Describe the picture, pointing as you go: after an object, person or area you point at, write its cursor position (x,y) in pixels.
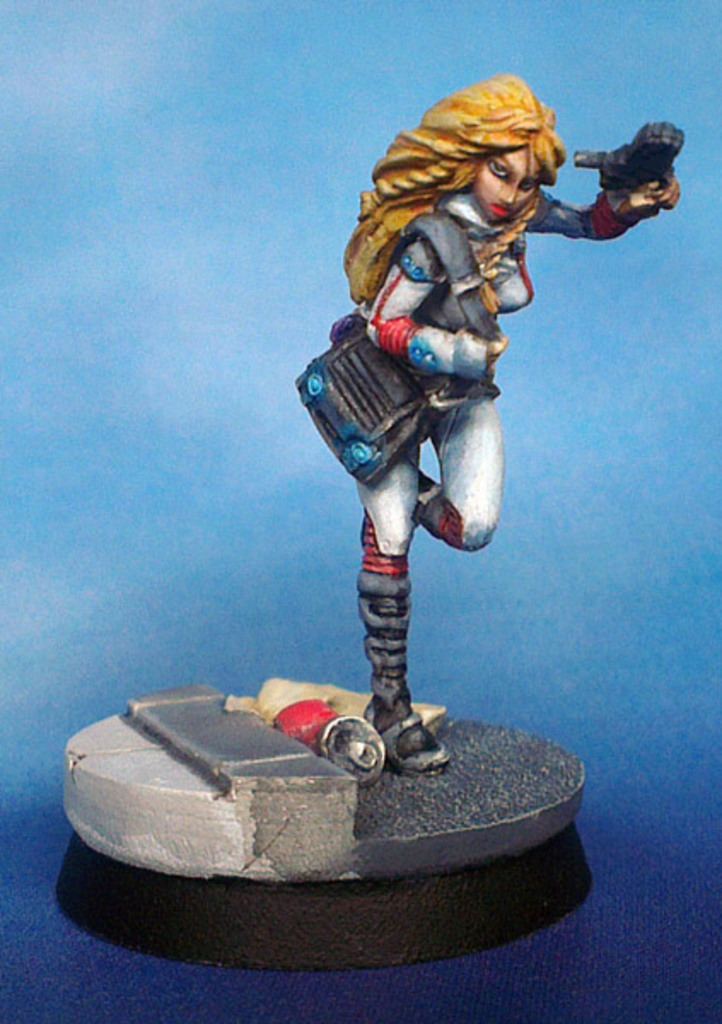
In the picture I can see a woman toy (418,468) and some other objects (372,838). The background of the image (188,223) is blue in color.
